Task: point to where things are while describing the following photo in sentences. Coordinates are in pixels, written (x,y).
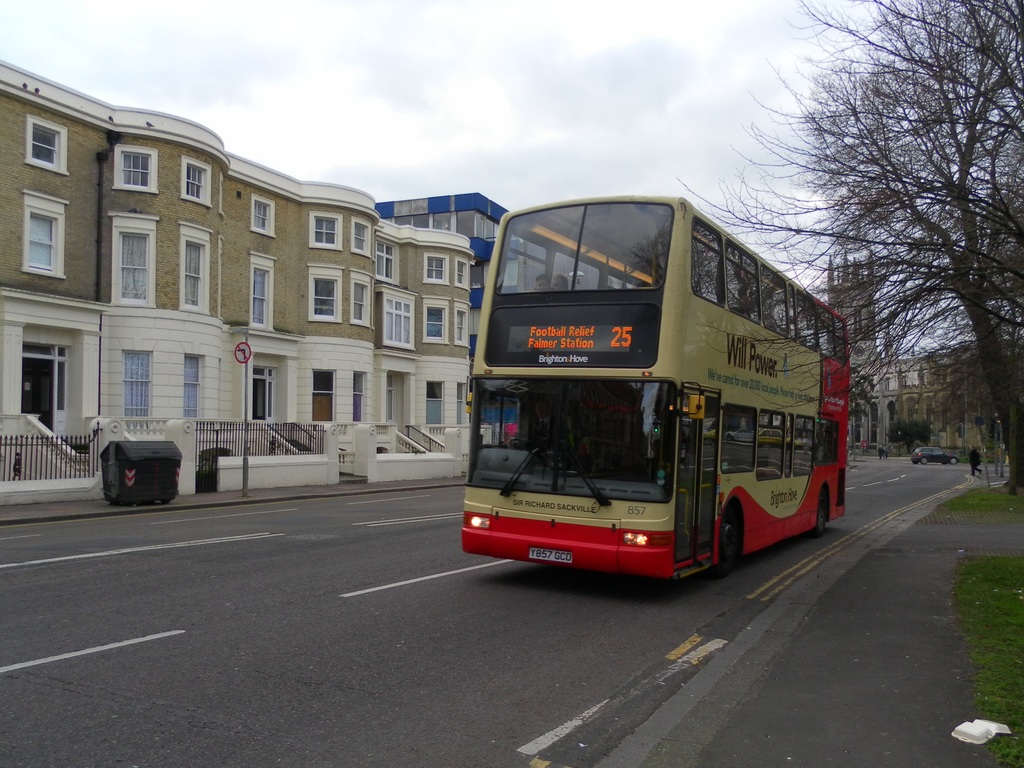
In this image we can see a bus (517,298) and a car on the road (387,631), there are buildings (309,248) on the left (322,252) and at the background (880,403), there is a black color object (148,466), railing (217,456) to the wall (274,482) and a sign board (242,362) to the pole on the left side (134,466) and there are few trees (979,272) on the right side (948,212) and the sky (548,68) on the top (502,87).
